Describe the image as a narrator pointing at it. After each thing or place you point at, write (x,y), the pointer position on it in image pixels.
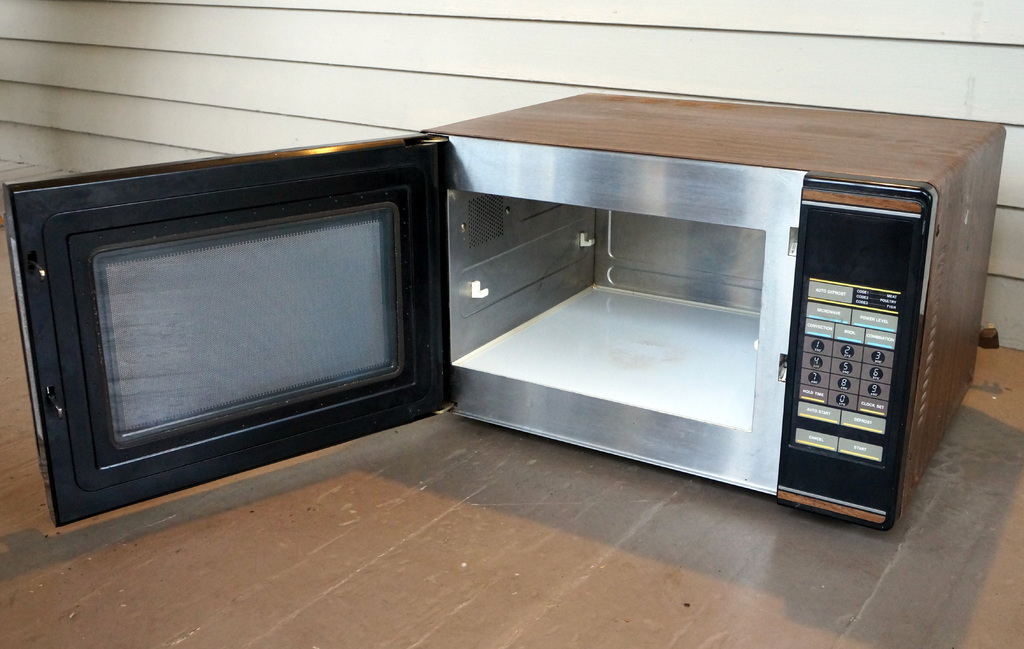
In this image we can see a oven (705,411) on the floor (561,517). In the background (140,37) there is a wall (915,30).
